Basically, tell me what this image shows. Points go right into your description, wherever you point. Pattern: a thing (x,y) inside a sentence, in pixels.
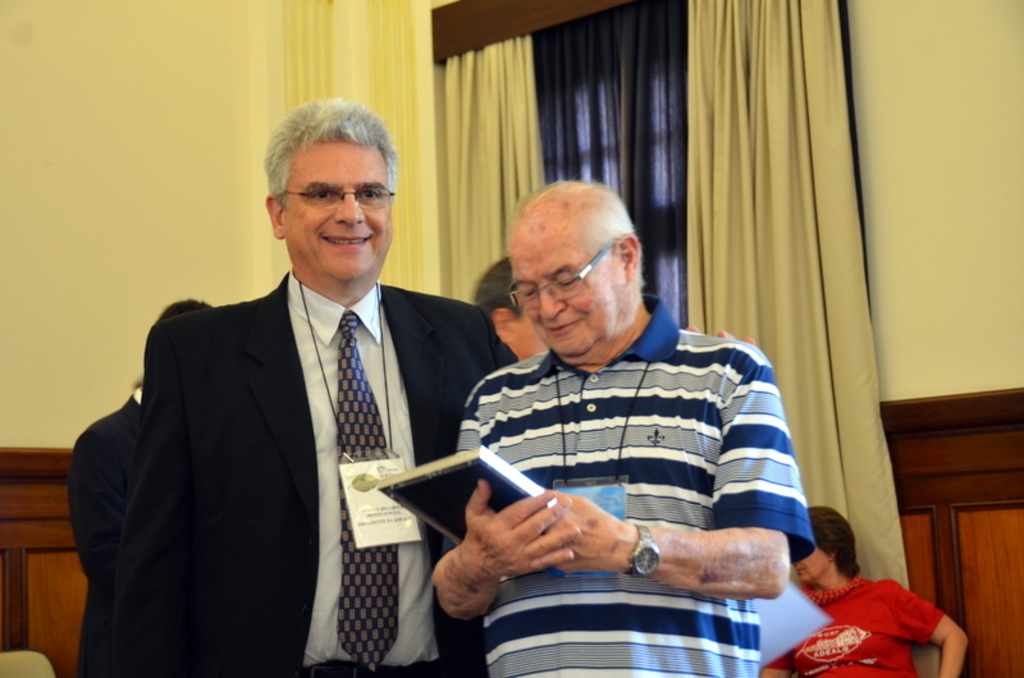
In the center of the image (396,312) we can see some persons (349,229) are standing and a man (568,477) is holding a book (521,483). In the background of the image (958,582) we can see the cupboards (994,437), wall (275,77), curtains (613,114), window (611,119). In the bottom right corner (933,615) we can see a lady (947,648) is sitting on a chair (933,674). In the bottom left corner (9,661) we can see a chair (31,669).
